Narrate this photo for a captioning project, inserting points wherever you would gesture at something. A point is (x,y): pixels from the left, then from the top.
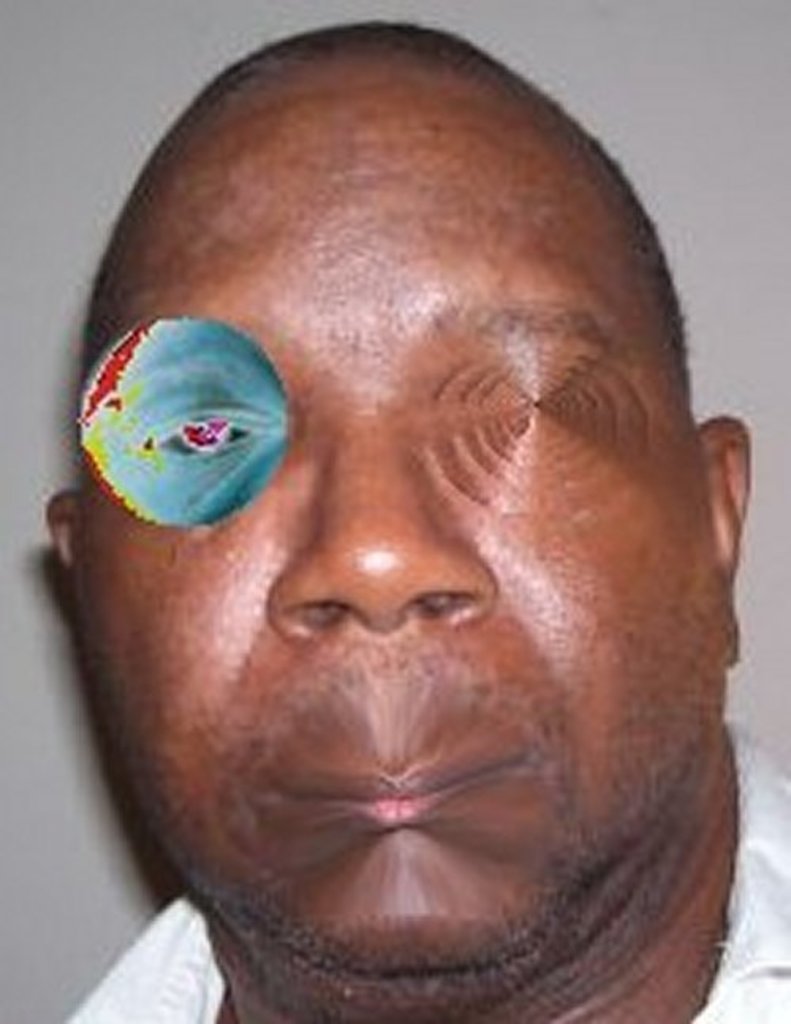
In the picture I can see a face (386,523) of a person (270,479).
